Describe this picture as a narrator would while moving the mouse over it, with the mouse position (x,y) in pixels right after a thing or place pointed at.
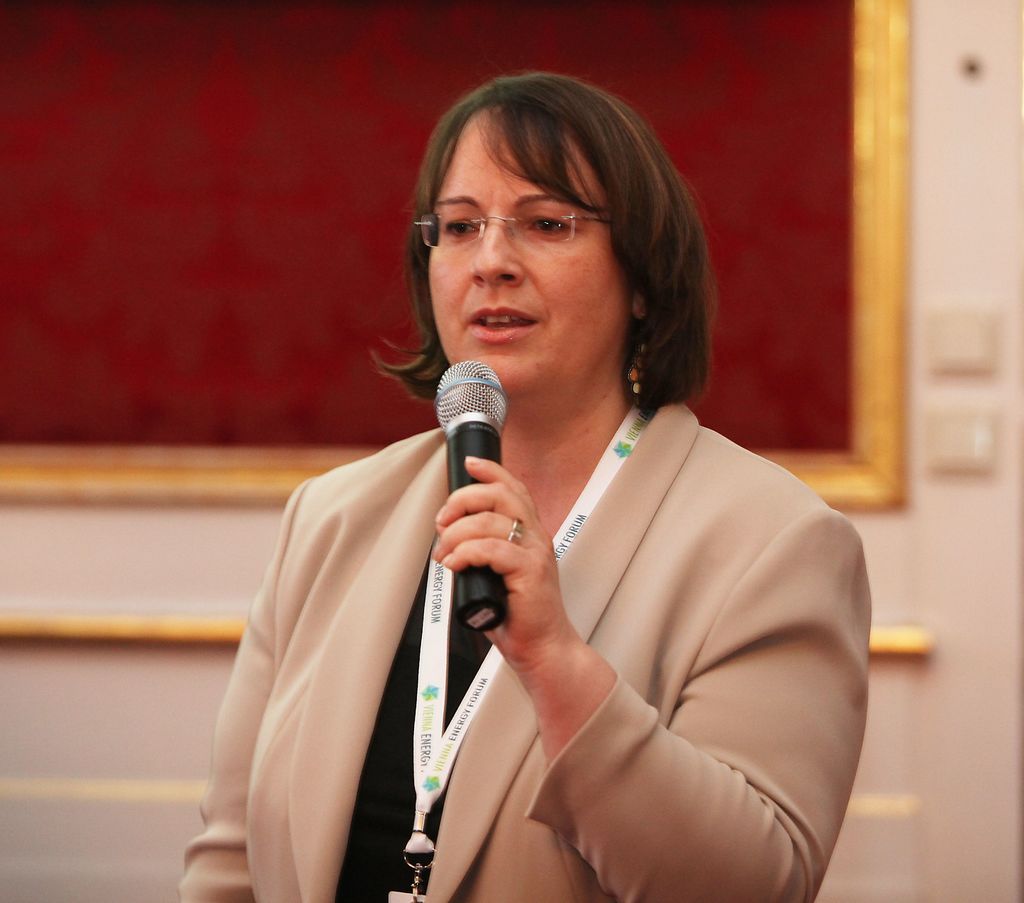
In this picture we can see woman (642,419) holding mic (479,412) in her hand (466,465) and talking, she wore blazer (635,677), ID Card (443,643), spectacle (440,237) and in background (299,211) we can see wall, board (261,241).
